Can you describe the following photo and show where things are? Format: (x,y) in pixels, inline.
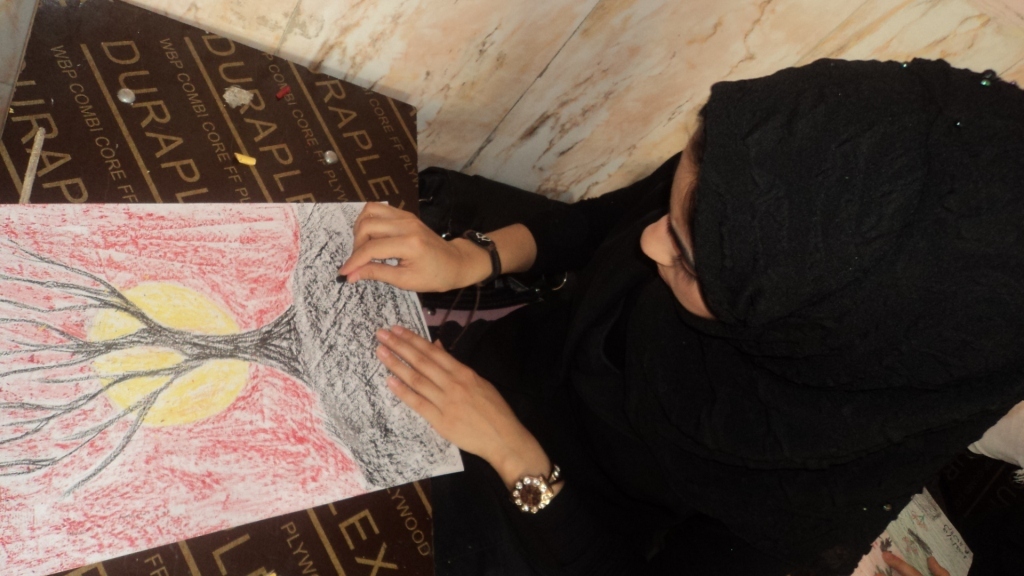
In this image I can see a woman (659,281) and I can see she is wearing black dress (639,370). Here I can see white colour paper (359,461) and on it I can see drawing (238,356). I can see color of this drawing (246,325) is yellow, red and black. Here I can see something is written.
